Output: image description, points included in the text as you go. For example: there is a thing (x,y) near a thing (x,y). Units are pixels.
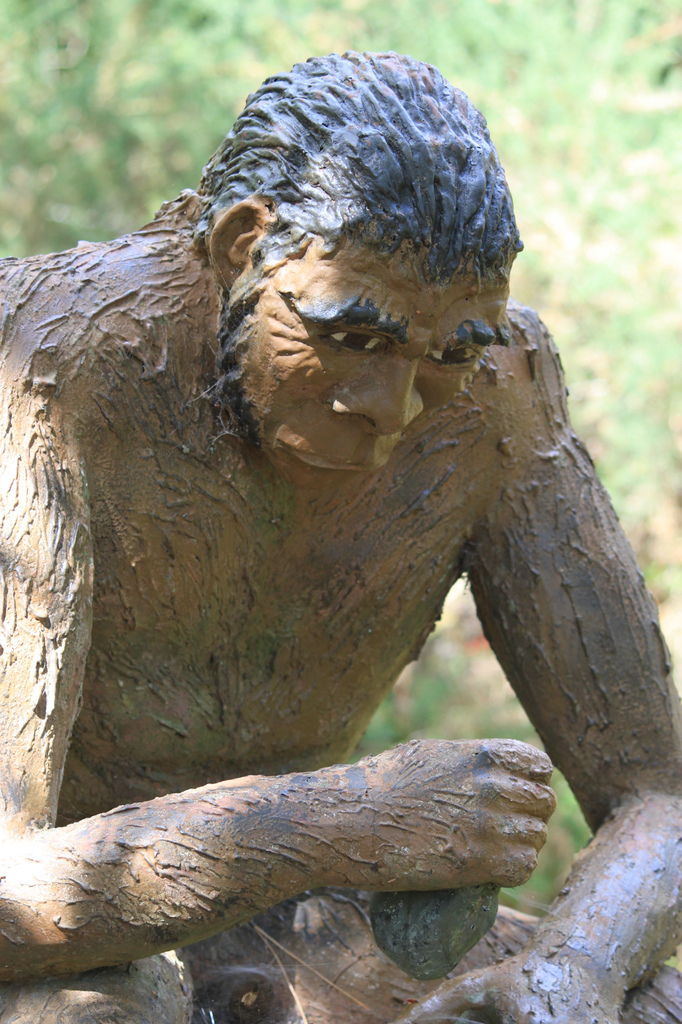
In this image we can see the statue (208,168) of an ape man (390,679). The background of the image (674,175) is slightly blurred, where we can see trees (643,141).
